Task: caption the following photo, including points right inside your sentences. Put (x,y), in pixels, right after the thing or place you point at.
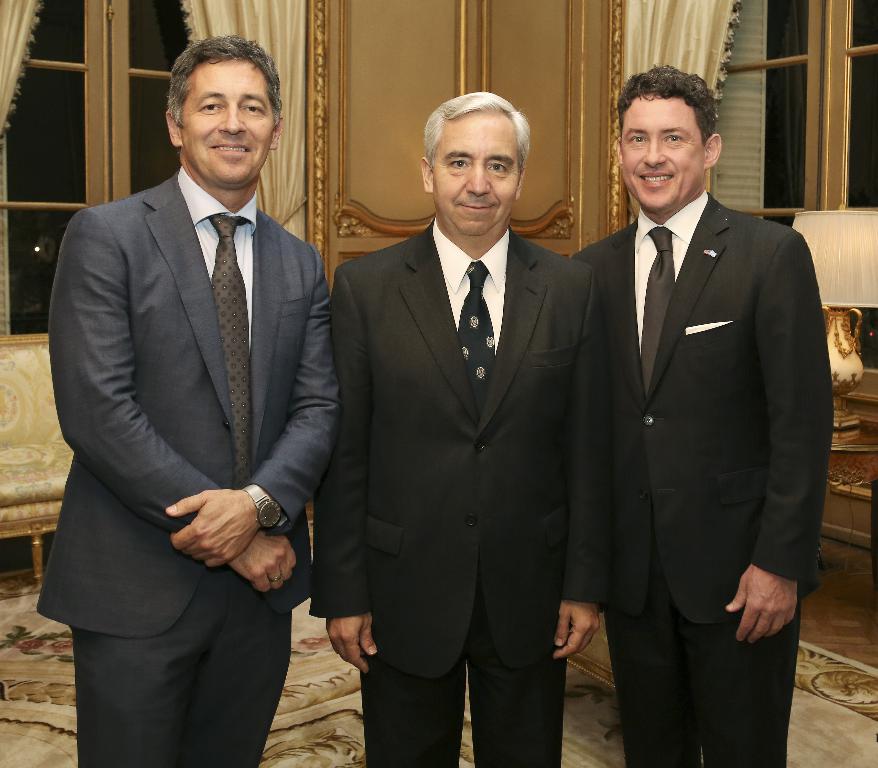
There are three men (382,254) standing here posing for a picture. Three of them are smiling. All of them are wearing a suit (676,325) shirt (639,322) and a tie (659,323). The guy (262,548) in the left side (243,504) is wearing a watch (261,501). On floor (39,657) there is a carpet (37,656). Behind them there is a sofa (30,450). And the guy (692,467) who is standing on the right side (726,446), behind him there is a lamp (854,306). In the background (779,95) we can observe windows (774,104), curtain (692,39) and a wall (342,39) here.
